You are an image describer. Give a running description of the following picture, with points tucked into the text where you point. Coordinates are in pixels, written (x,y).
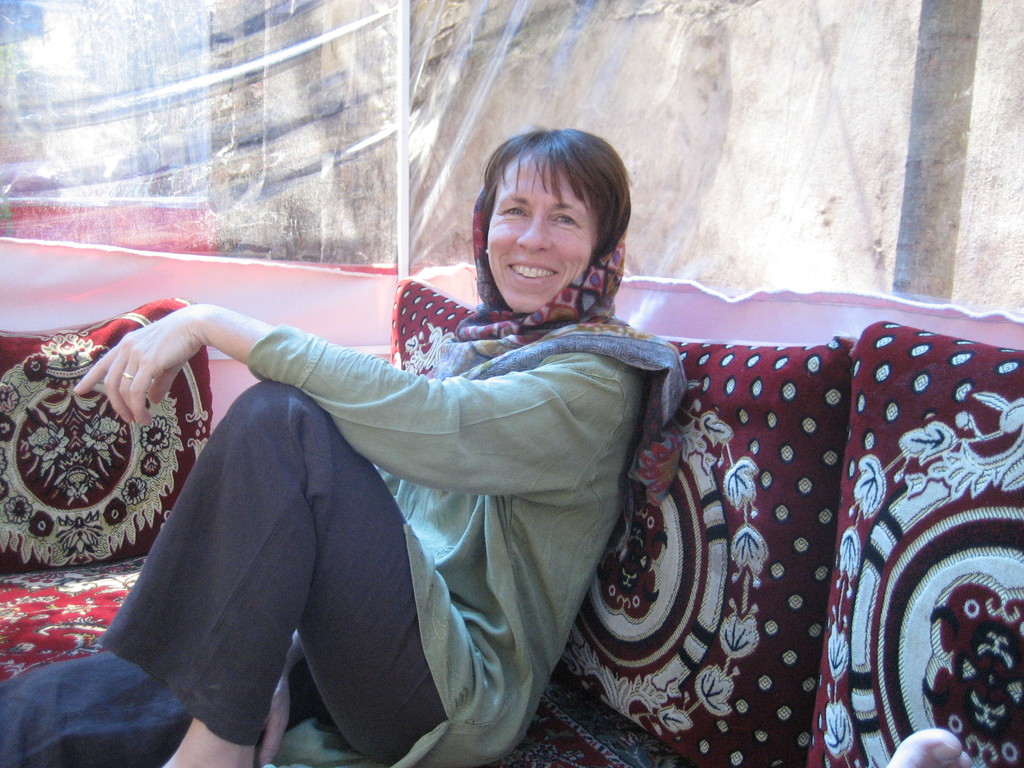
In this image, there are cushions (752,524) and I can see a person (541,521) sitting on a couch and smiling. In the background (442,143), I can see a cloth (301,277) and a wall (565,91).
